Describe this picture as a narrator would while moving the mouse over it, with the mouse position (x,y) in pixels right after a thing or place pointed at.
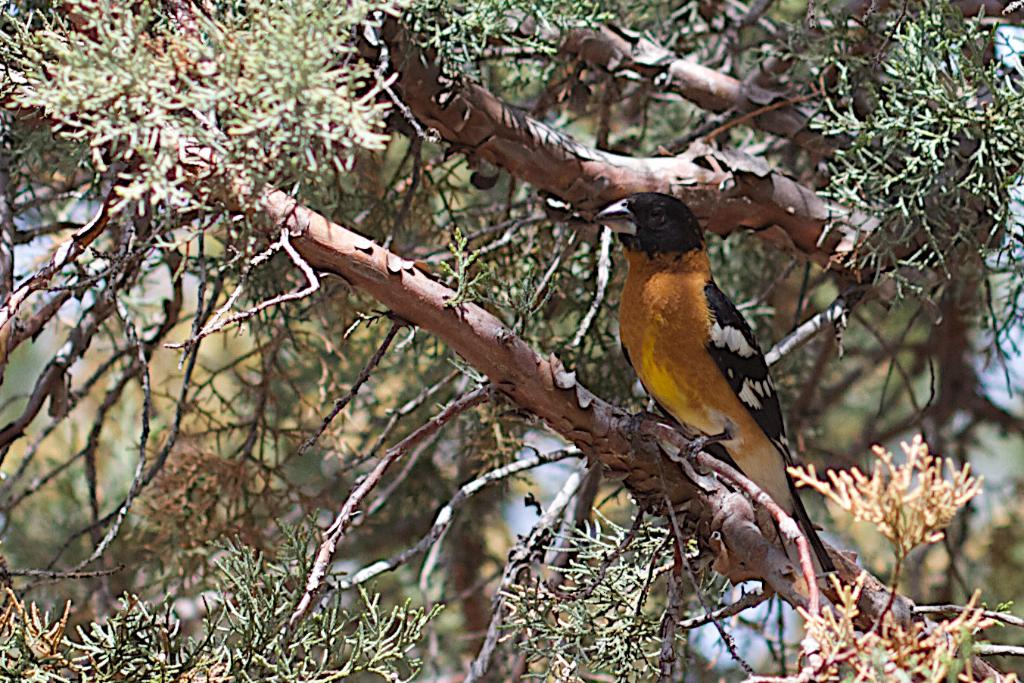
There is a bird (691,456) on a tree (553,177) and the background (994,563) is blurred.
